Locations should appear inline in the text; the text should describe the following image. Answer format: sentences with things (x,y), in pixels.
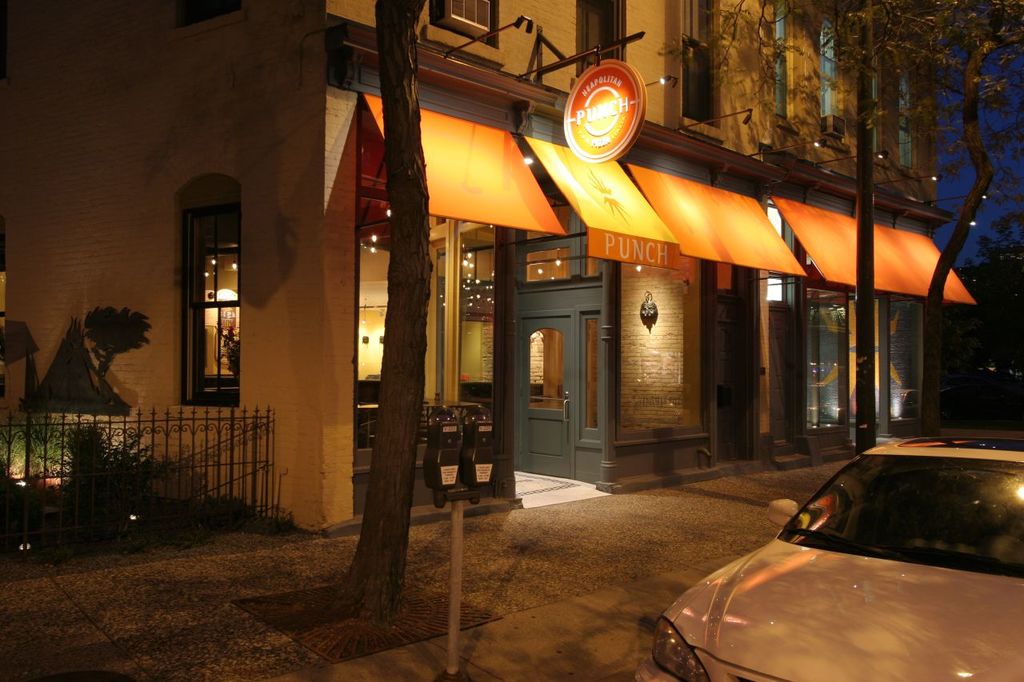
In this image I can see a building (633,333), trees (979,281), pole (859,190), boards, lights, plants (90,426), grille (135,432), windows (225,278), vehicle (867,475), sky (972,245), device (492,452), door (564,379) and objects (606,221).
